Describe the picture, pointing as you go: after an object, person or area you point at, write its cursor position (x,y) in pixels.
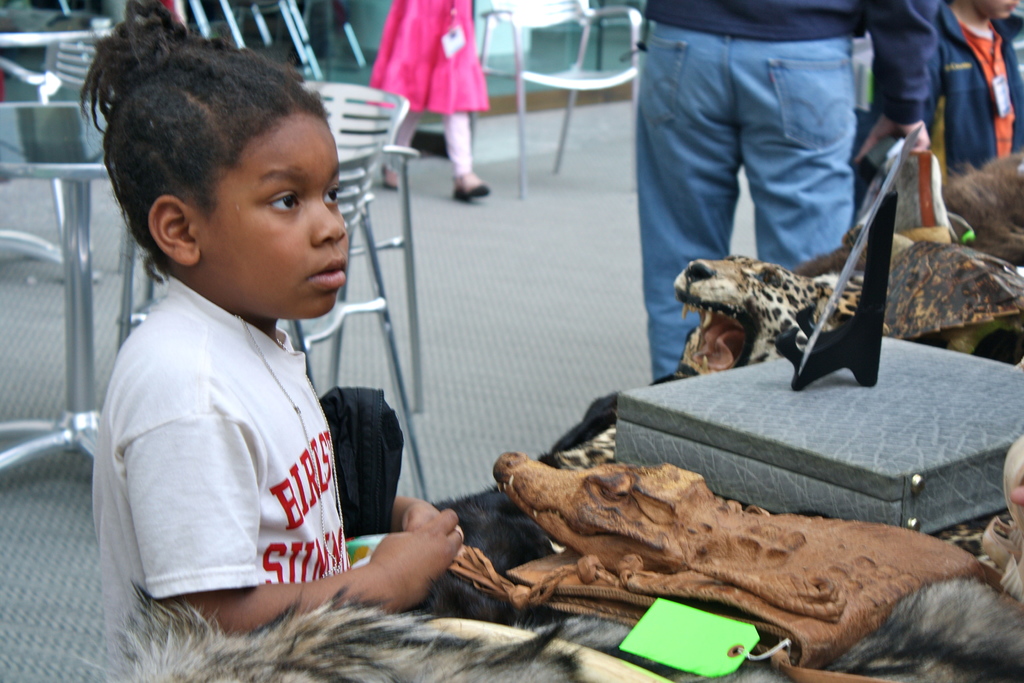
In this picture we can see a child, animals (671,518), tag (732,629), box (718,469) and some people (724,93) standing on the floor (625,296) and in the background (393,334) we can see chairs (340,123), tables (70,183) and a person (458,55) walking.
